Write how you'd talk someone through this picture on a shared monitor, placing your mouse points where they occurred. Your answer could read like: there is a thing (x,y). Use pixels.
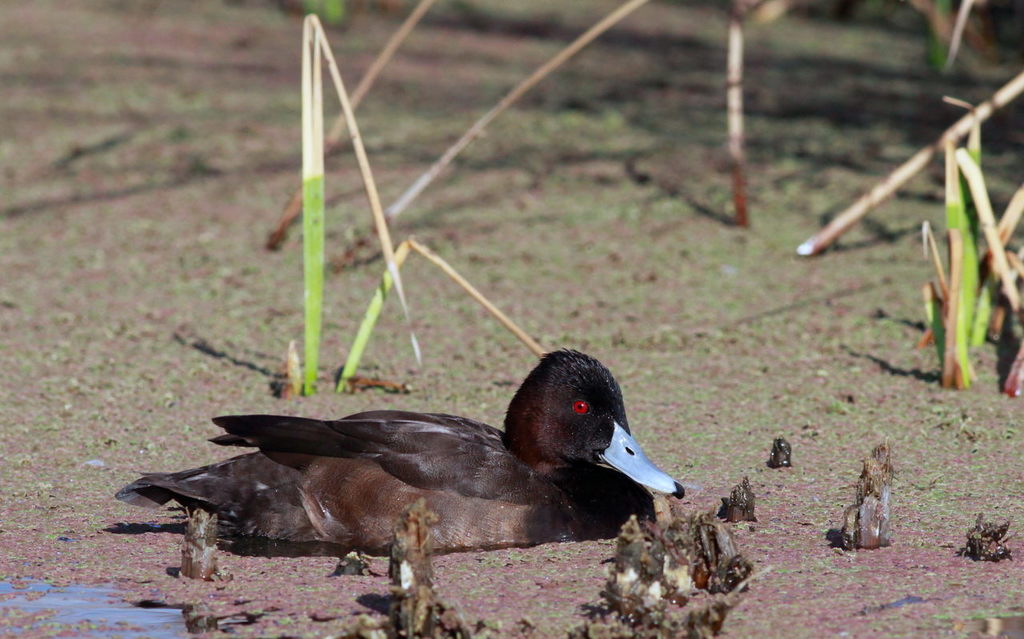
In this image I can see a black colour bird (425,463) and grass (945,386) in background (583,285). I can also see this image is little bit blurry from background (25,307).
